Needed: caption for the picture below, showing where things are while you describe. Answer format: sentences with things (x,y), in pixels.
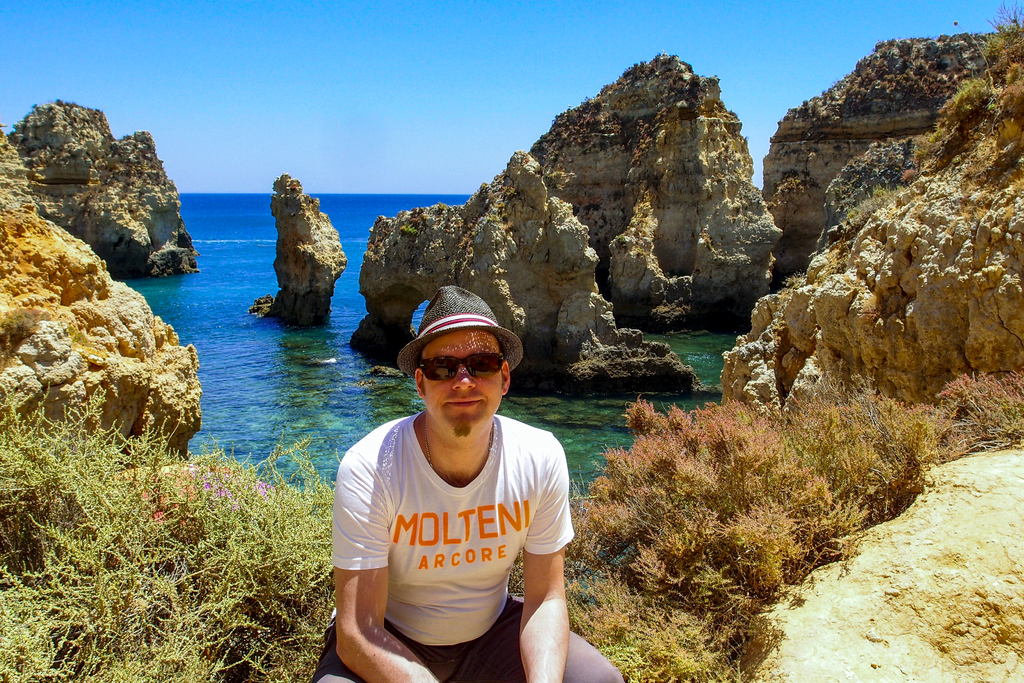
In this image we can see a man (436,485) with a hat (478,318) and glasses (472,363) and he is sitting. In the background (256,345) we can see the sea (256,357) and also rocks (562,131). We can also see the sky (406,20) and at the bottom (190,582) there is grass (286,565).
